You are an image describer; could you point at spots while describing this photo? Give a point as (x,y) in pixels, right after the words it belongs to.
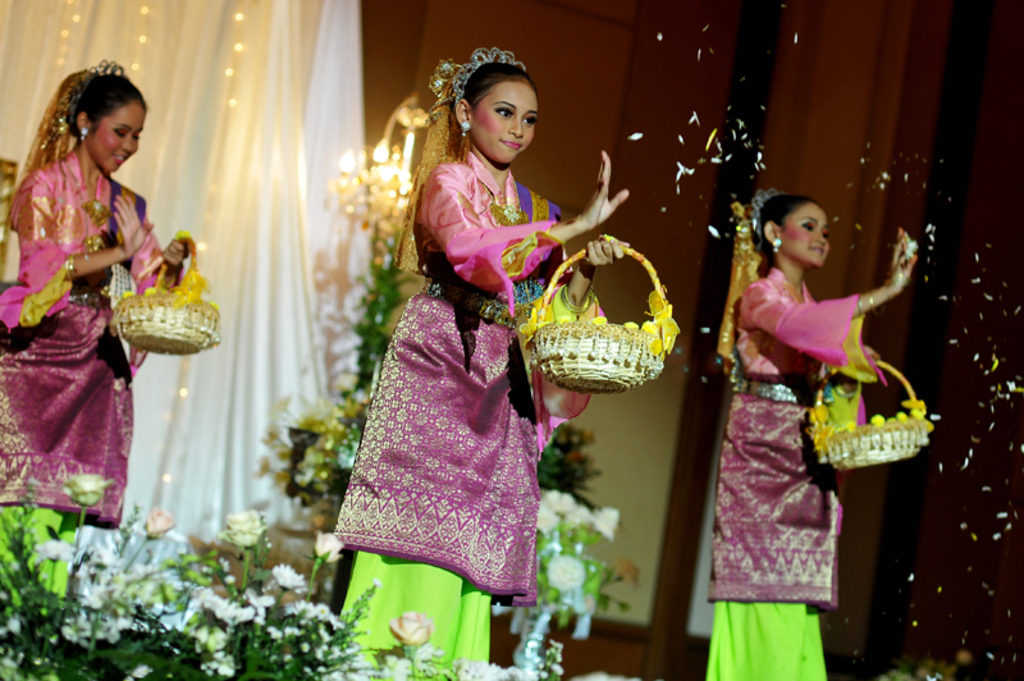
In this image we can see three girls (578,221) on the stage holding baskets (622,362). We can also see plants (169,653) with flowers (117,592). On the backside (293,314) we can see a curtain (307,302) with lights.
